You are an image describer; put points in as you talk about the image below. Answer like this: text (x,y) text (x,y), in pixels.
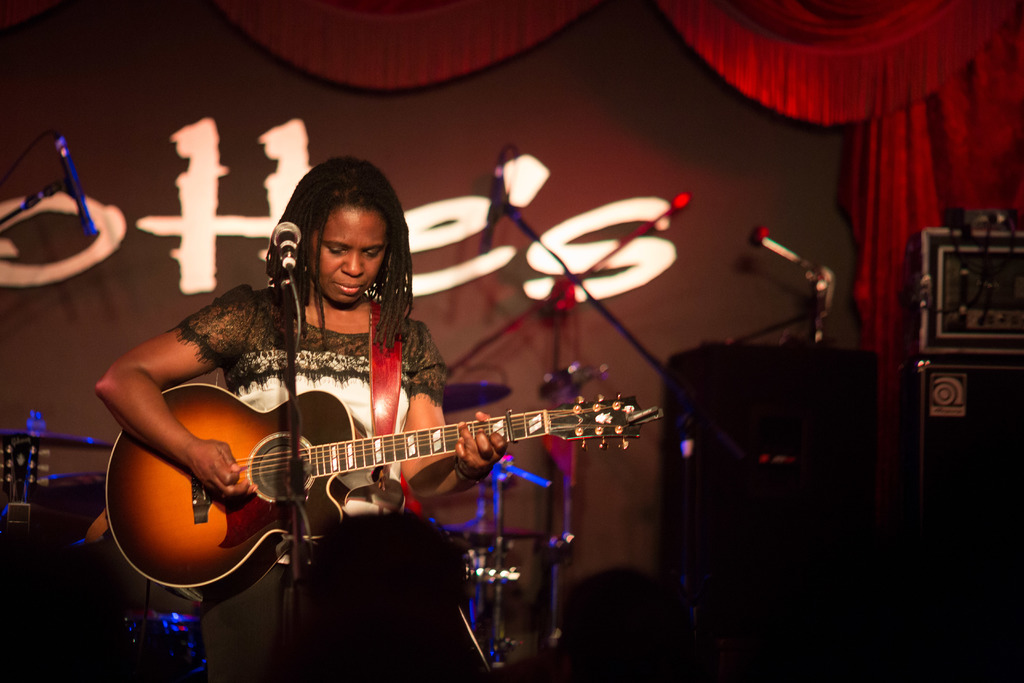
As we can see in the image there is a wall (710,186), curtain (959,63), some musical instruments (866,367), a woman (356,268) standing and holding guitar (283,486). In front of her there is a mic (285,258).
